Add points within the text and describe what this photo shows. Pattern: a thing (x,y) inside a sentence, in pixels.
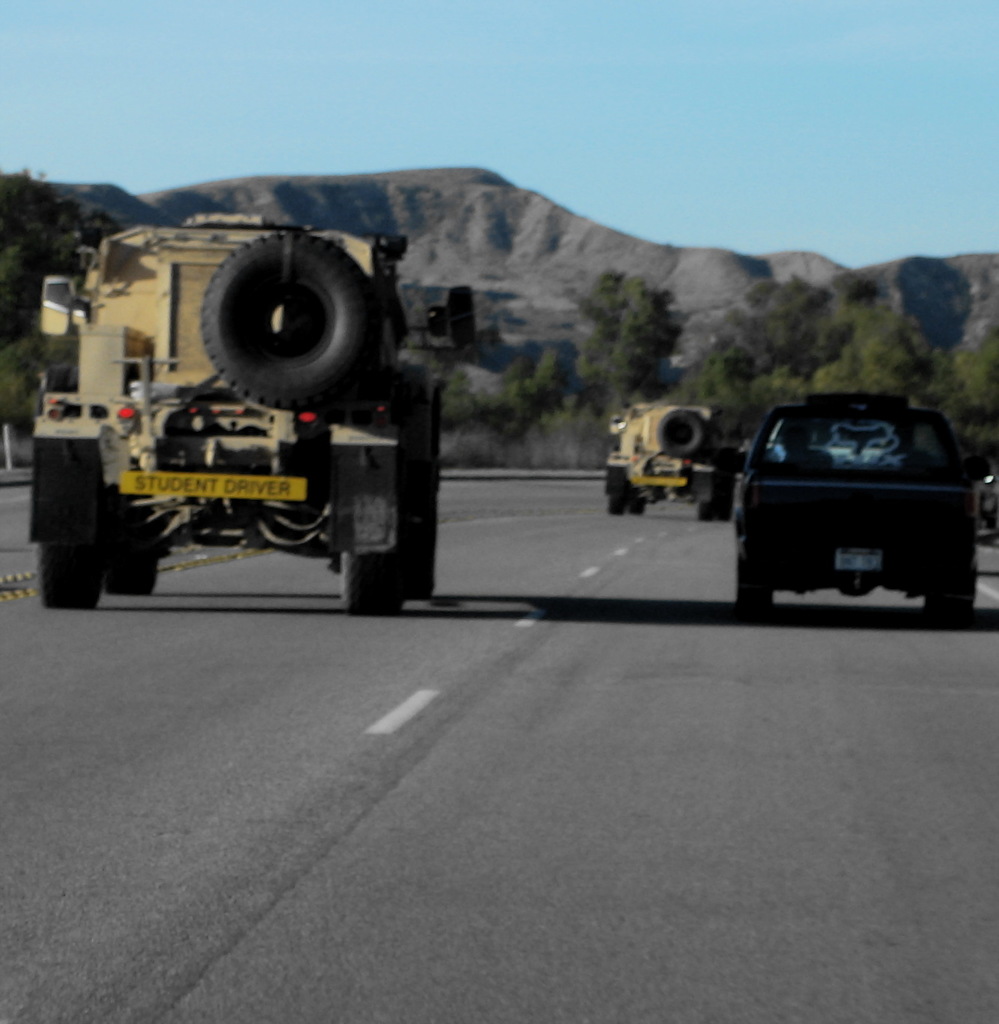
In this image, I can see vehicles (938,538) on the road (658,775). In the background (730,283), I can see trees (623,302), mountains (664,246) and the sky (670,226). This image taken, maybe on the road (572,742).
